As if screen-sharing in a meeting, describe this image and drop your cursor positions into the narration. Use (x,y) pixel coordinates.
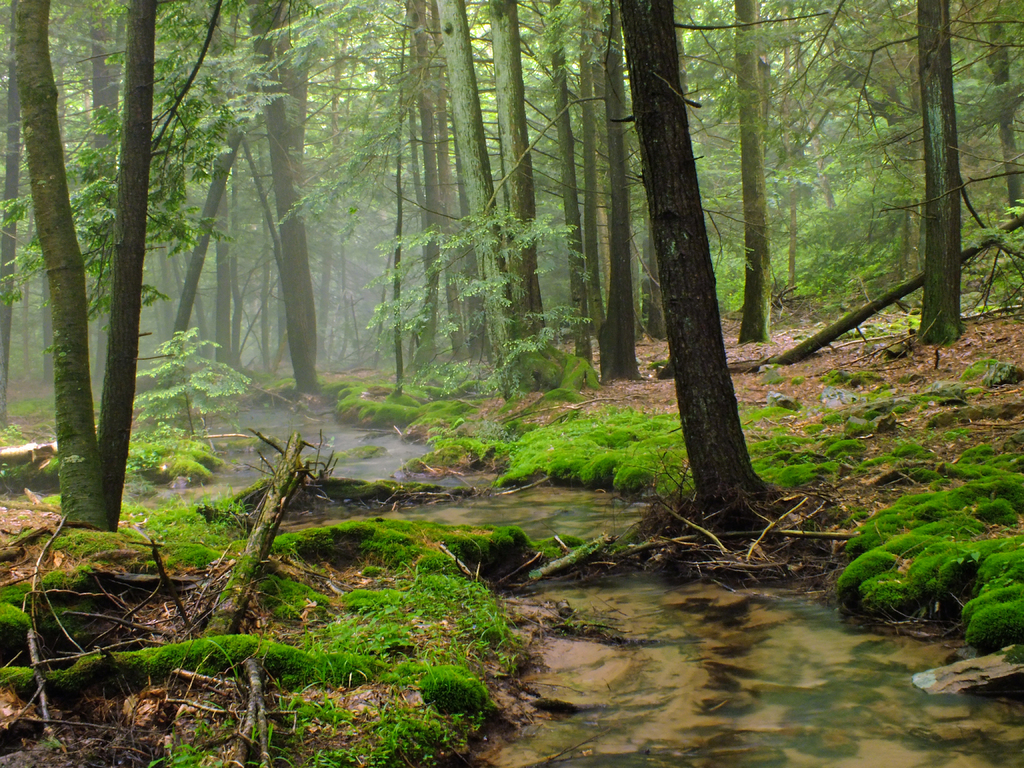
In this picture I can see many trees (180,351), plants (234,391) and grass (993,483). In the center (401,461) I can see the water flow (729,717).
